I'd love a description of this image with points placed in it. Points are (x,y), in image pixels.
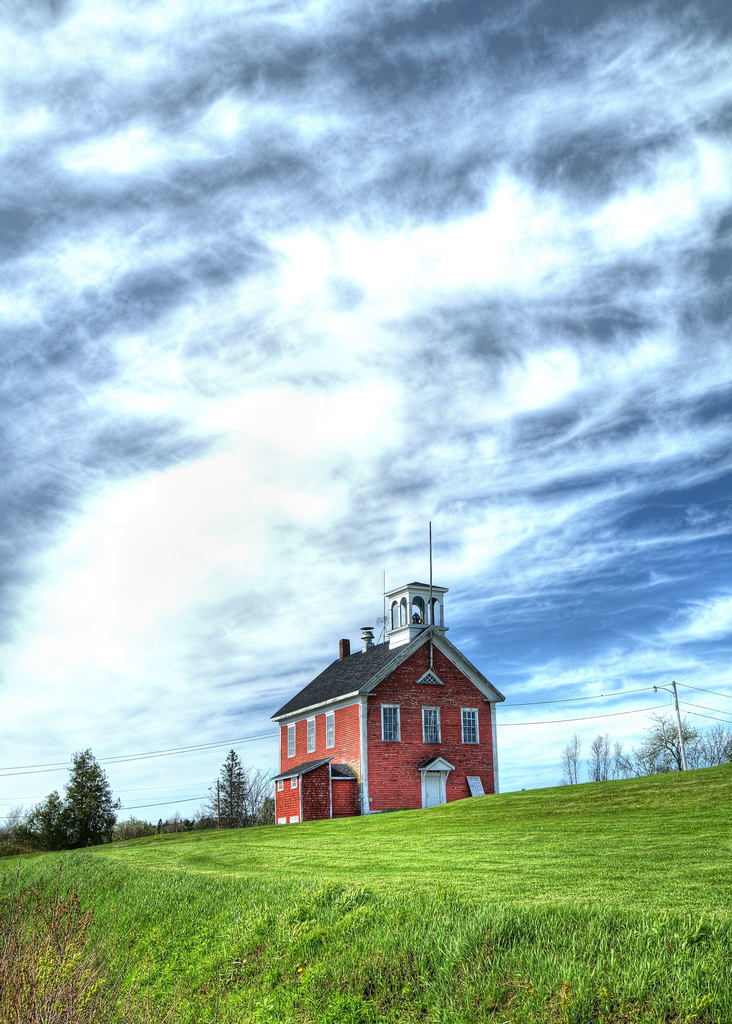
In this image we can see a house (401,752), grass (408,861), few trees (50,805), a pole (683,752) with wires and the sky (505,363) with clouds (208,211) in the background (216,417).
